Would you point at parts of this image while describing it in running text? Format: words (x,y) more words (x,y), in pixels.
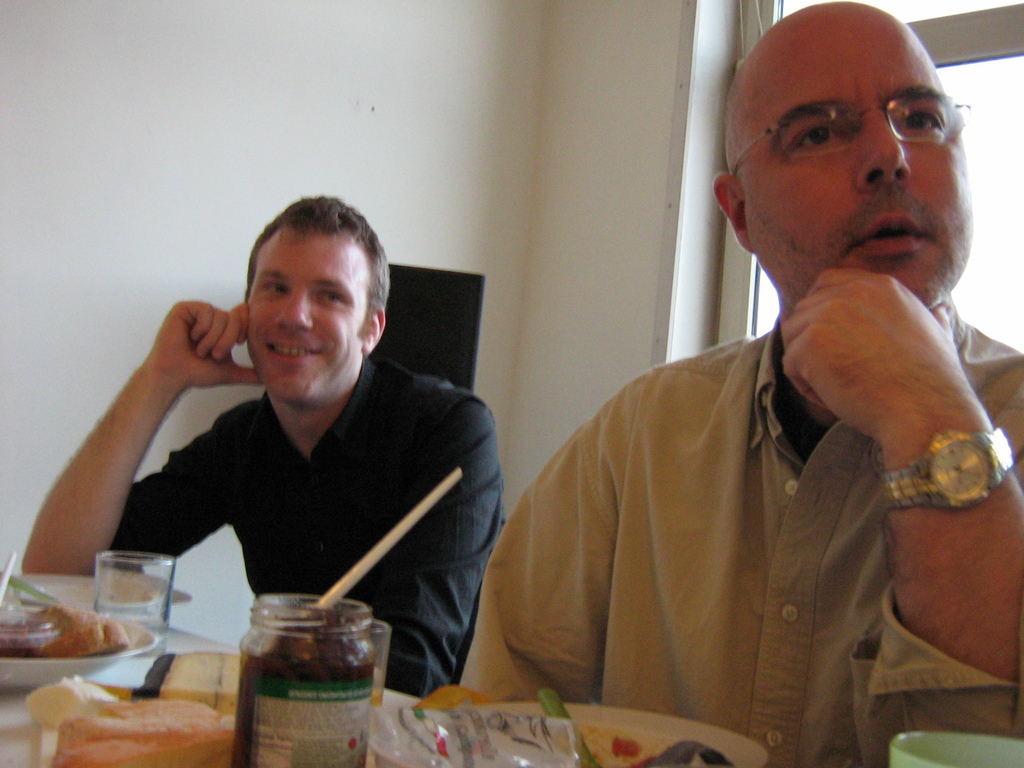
In this image I can see two people (644,420) sitting in-front of the table (122,671). These people (665,485) are wearing the different color dresses (487,440) and I can see one person (846,179) with the specs (920,110). On the table (68,685) I can see the plates (12,668) and bowls (37,621) with the food (104,641). To the side there is a glass (166,615) and container (353,643). In the background (441,114) I can see the window (953,76) and the wall (322,114).
